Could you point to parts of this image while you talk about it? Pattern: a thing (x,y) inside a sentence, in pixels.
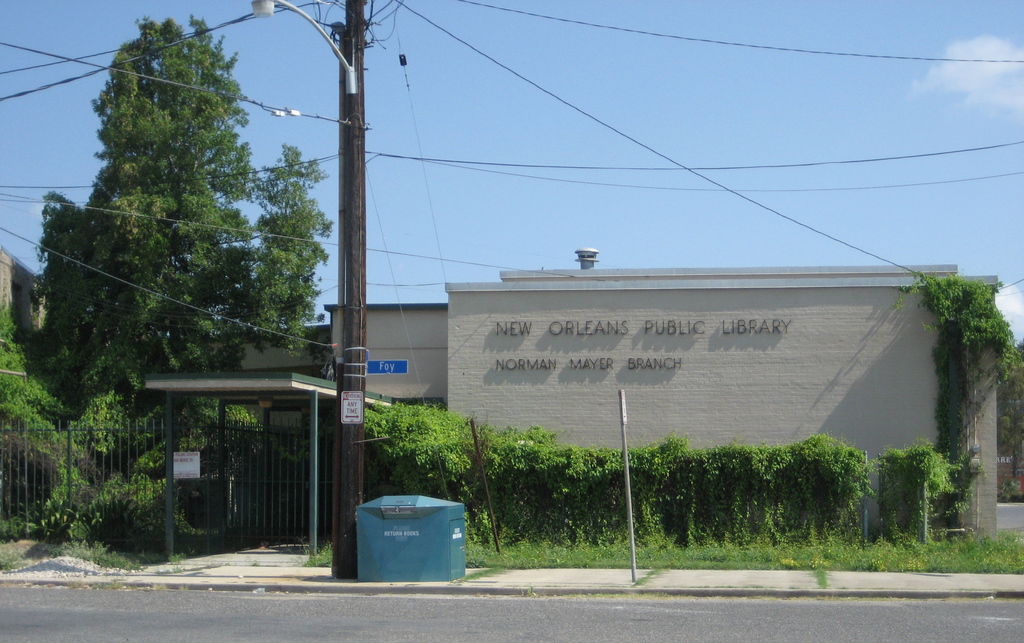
This image is taken outdoors. At the top of the image (476,83) there is the sky (884,128) with clouds (924,83). At the bottom of the image (312,617) there is a road (769,615). In the middle of the image (594,350) there is a house (560,333) with walls (822,360) and a roof (619,269). There is a text (504,333) on the wall (734,355). There is a pole (346,174) with a street light (286,1) and many wires (42,53). There are many plants (58,475) and trees (180,247) with leaves (85,312), stems (110,339) and branches (766,460). There is a railing (145,520) and there is a shed (320,394). There are a few boards (348,401) with a text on them. There is a dustbin (375,556) on the sidewalk (835,586) and there is a ground (937,545) with grass (725,563) on it.
